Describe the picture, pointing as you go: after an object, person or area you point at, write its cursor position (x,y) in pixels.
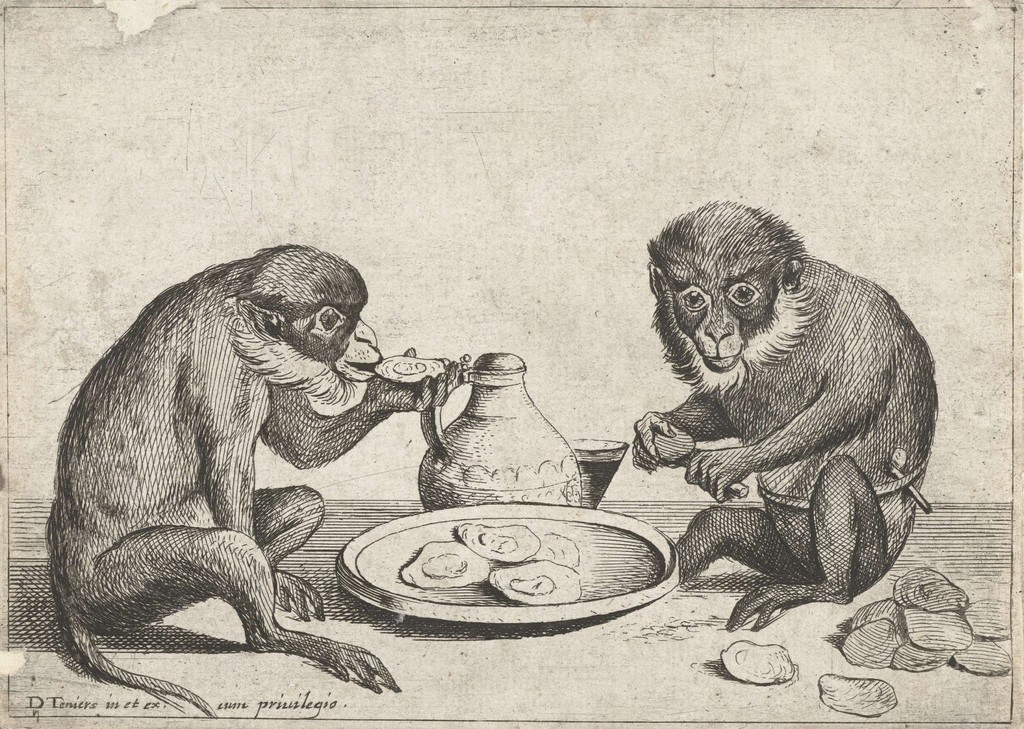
This picture shows painting (544,517) and we see couple of monkeys (395,400) and we see a plate (470,515) and a jug (506,496).
